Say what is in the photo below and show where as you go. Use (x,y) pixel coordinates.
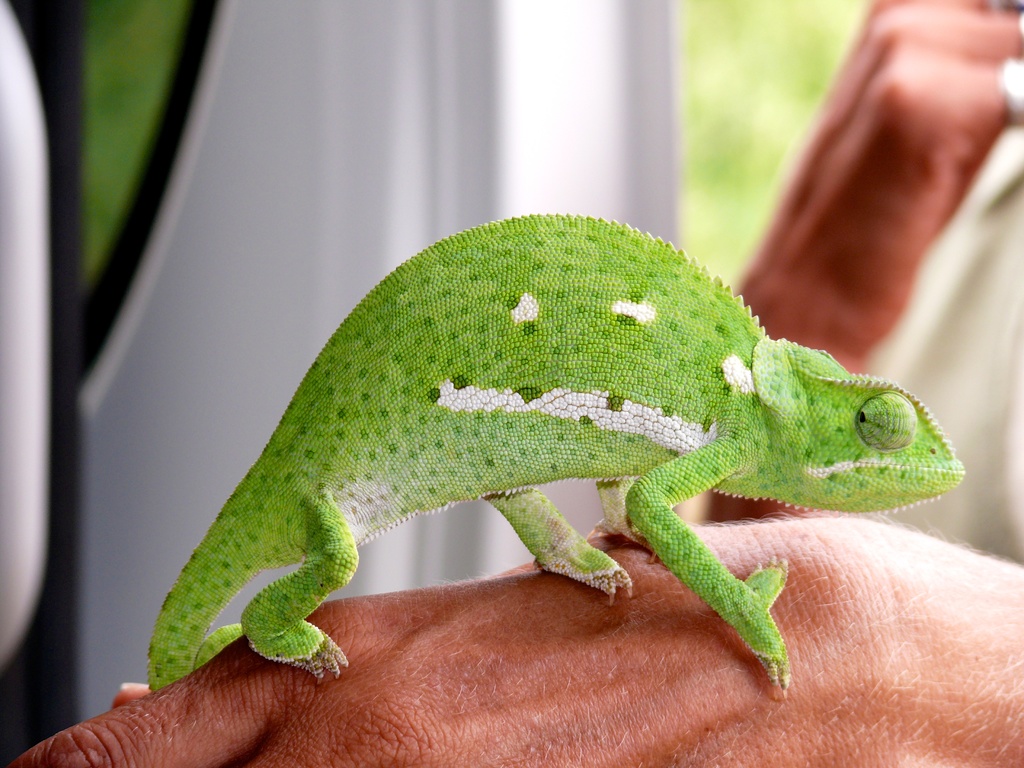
In the image in the center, we can see one human hand (549,673). On the human hand (438,640), we can see one reptile (310,479), which is in green color. In the background (669,173) there is a wall (309,96) and a few other objects (55,410).
